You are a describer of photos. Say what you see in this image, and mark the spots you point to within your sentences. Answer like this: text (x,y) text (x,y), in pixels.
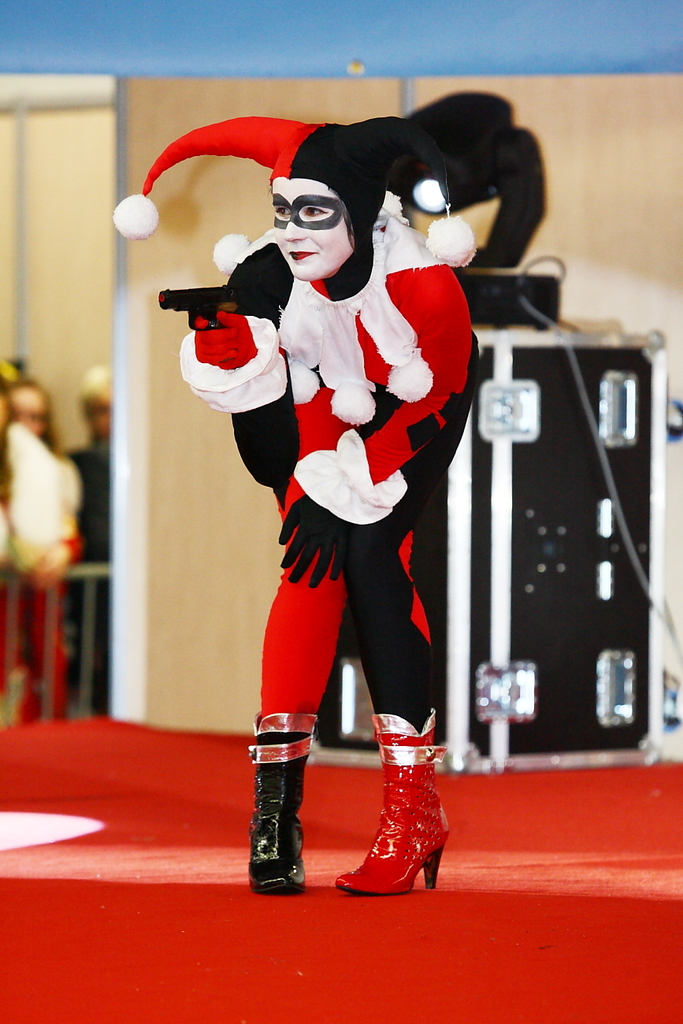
In this picture I can see a human (295,721) on the dais (181,837) and I can see a box (572,510) on the back (560,523) and few people (43,510) standing on the side and I can see a human (265,382) holding a gun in the hand (242,348).
